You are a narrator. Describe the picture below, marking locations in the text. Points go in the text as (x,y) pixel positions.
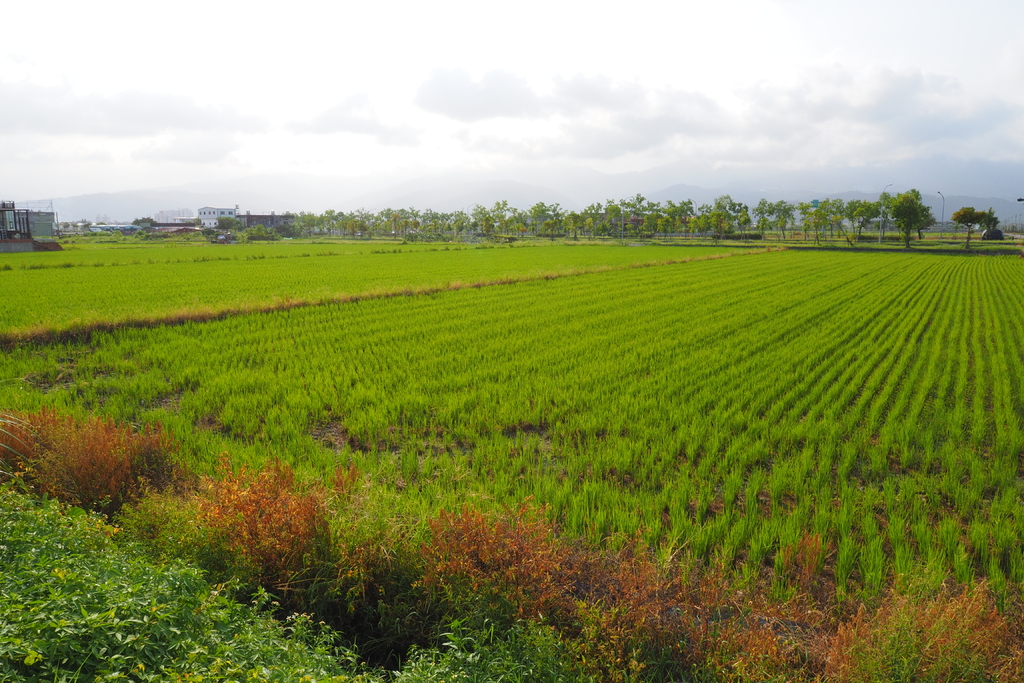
In this image we can see group of plants (577,541), trees (572,225) and in the background (8,223), we can see buildings (14,236) and the cloudy sky (424,103).
